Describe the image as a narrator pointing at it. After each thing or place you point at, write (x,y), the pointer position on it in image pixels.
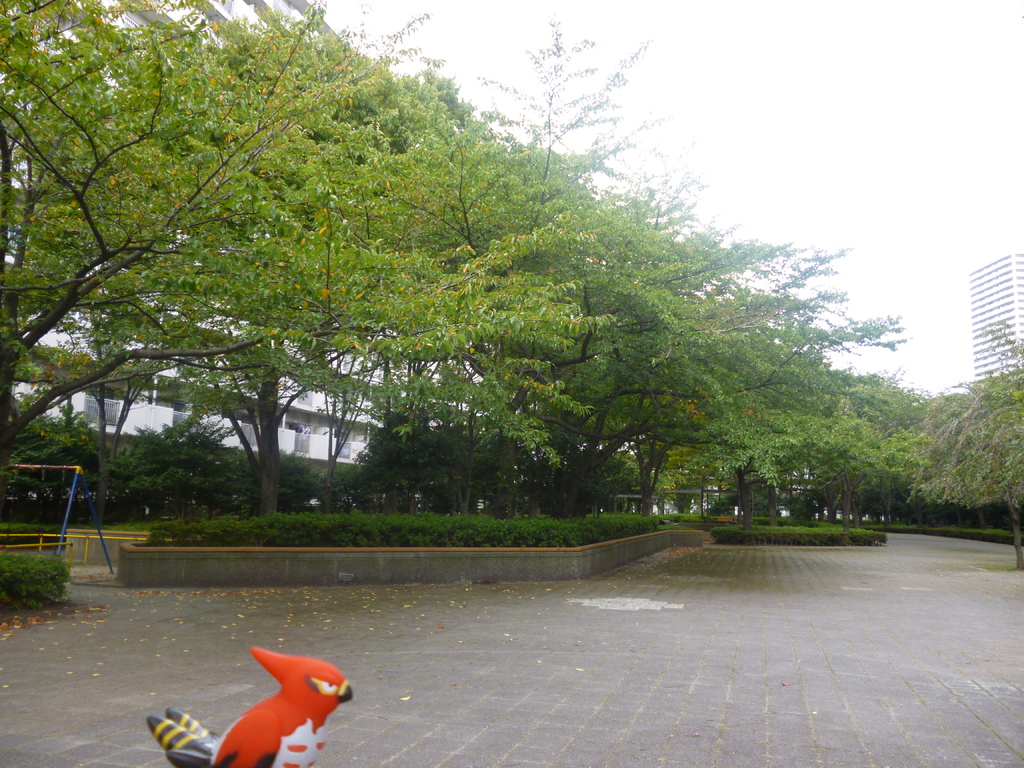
In this image there is a floor (692,638) at the bottom (642,661). At the top (274,222) there are trees (671,383) all around the place. On the left side (298,722) bottom there is a toy (302,719). At the top (780,85) there is sky (810,146). In the background (993,303) there are tall buildings (991,319).
